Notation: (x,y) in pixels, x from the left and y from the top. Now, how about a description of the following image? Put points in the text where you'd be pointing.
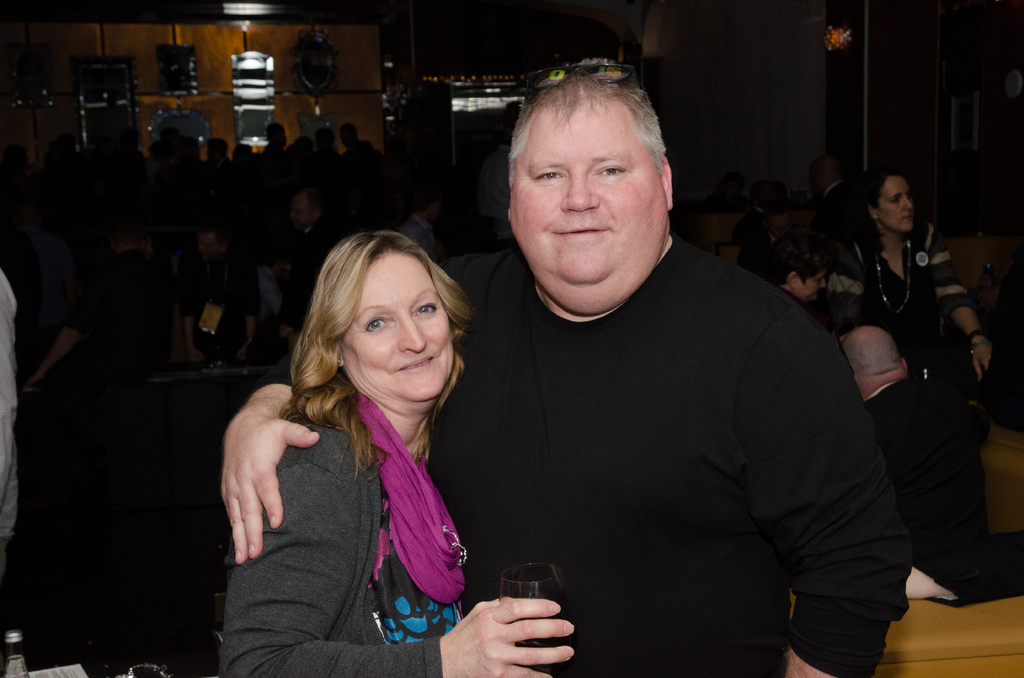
In this image we can see a man (533,248) and a woman (393,286) standing. In that a woman (426,591) is holding a glass (526,588). On the backside (900,442) we can see a group of people (909,454) and a wall (292,123). On the left side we can see a bottle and a paper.
